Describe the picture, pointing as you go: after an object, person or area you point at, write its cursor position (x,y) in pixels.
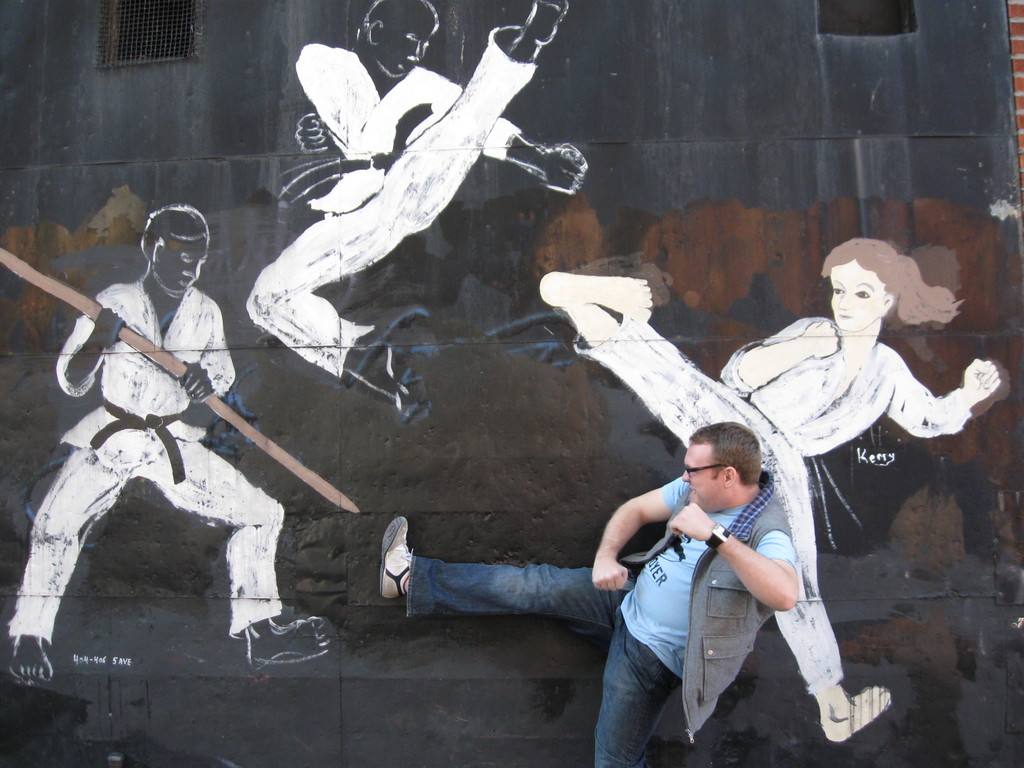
In this picture there is a man (612,561) and we can see painting (811,372) of people (679,363) on the wall (678,137) and mesh (174,17).
